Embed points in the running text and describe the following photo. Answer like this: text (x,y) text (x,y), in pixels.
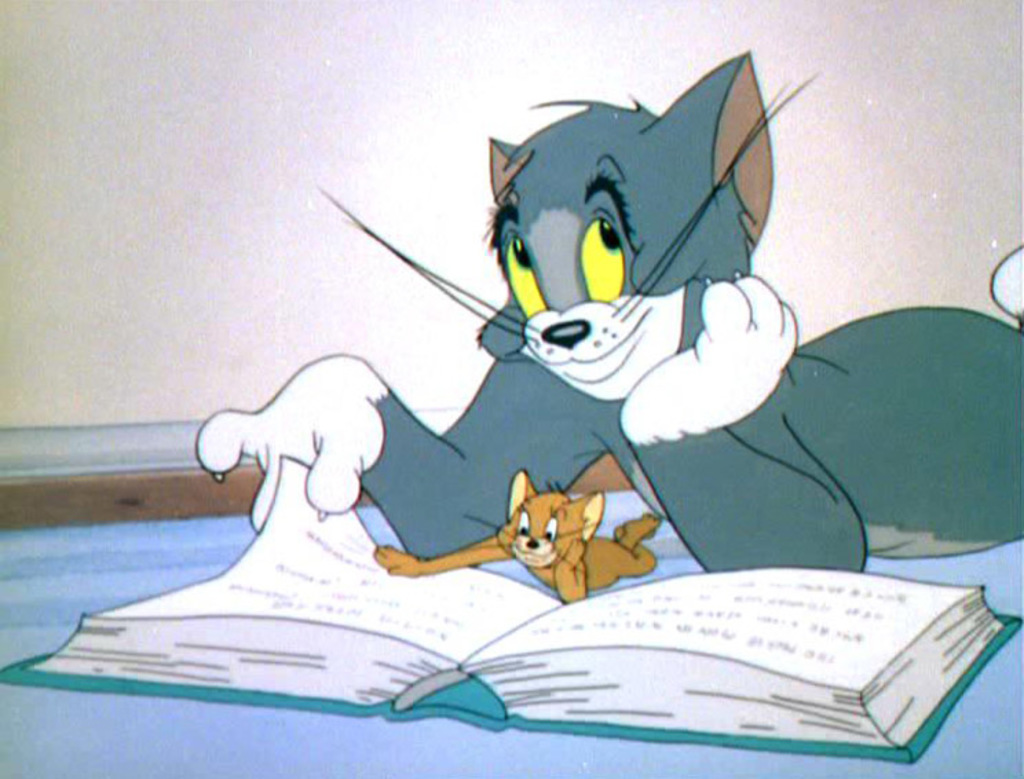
In this picture we can see a cartoon image, there is a book (512,686) at the bottom (511,673), we can see a cat (787,417) and a rat (581,547) in the middle (647,363), in the background (303,141) there is a wall (253,84).
